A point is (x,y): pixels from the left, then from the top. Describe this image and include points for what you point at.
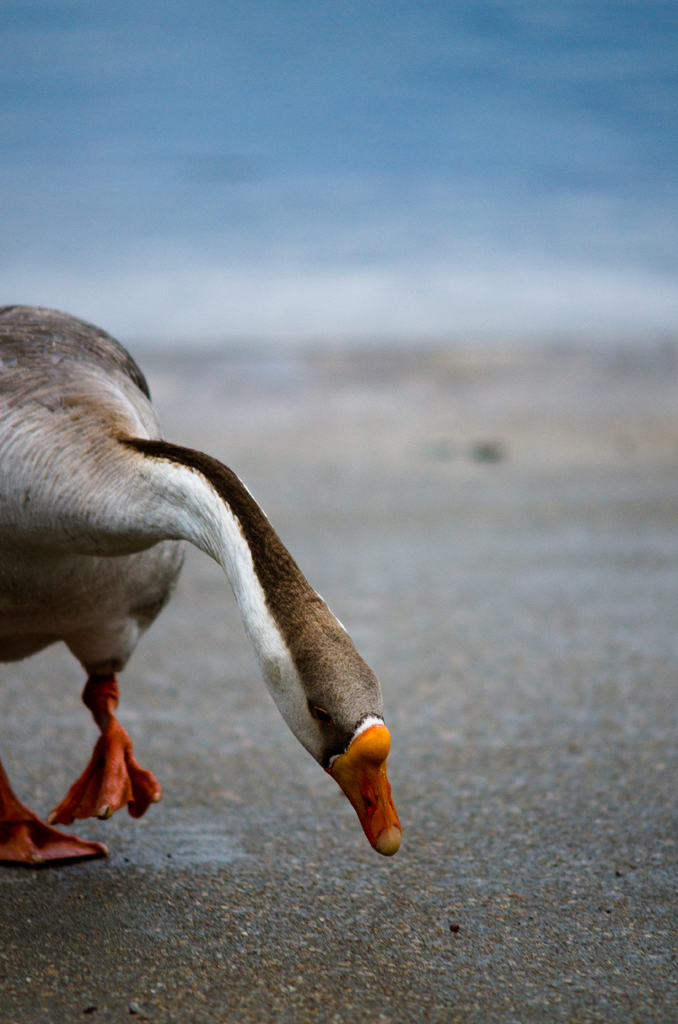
In this picture we can observe a duck (273,583) which is in white and brown color. The duck (301,712) is on the sand (297,918). In the background (169,121) there is water (241,205).
